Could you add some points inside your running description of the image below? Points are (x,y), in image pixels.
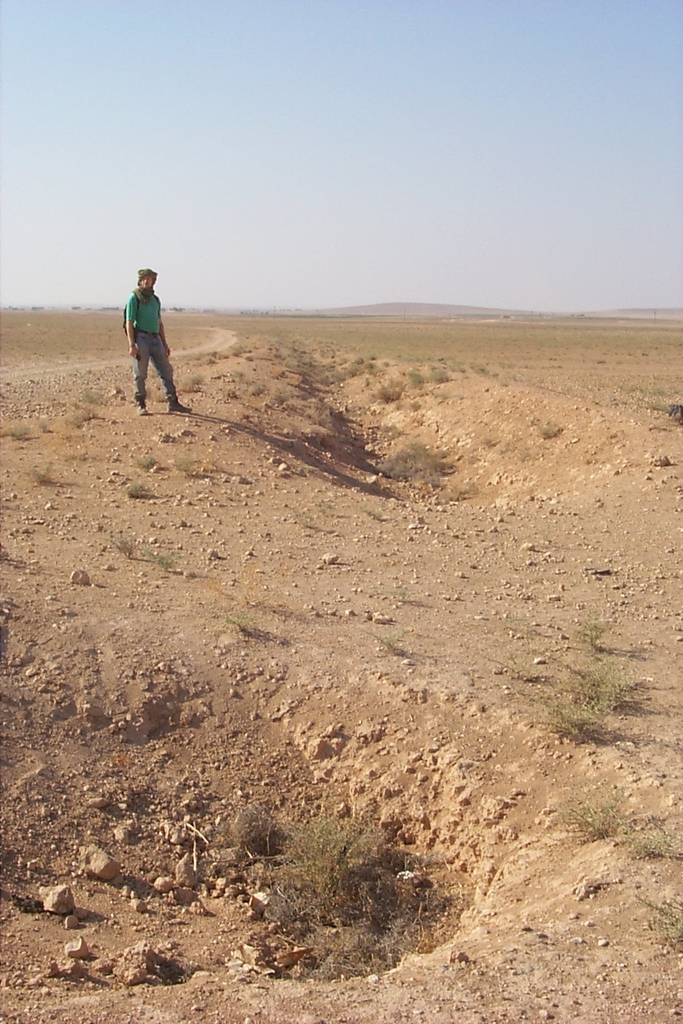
In the background (339,162) we can see sky (417,155). Here we can see man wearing a t-shirt (148,305) and standing. Here we can see stones (96,876) on the ground (136,883).
